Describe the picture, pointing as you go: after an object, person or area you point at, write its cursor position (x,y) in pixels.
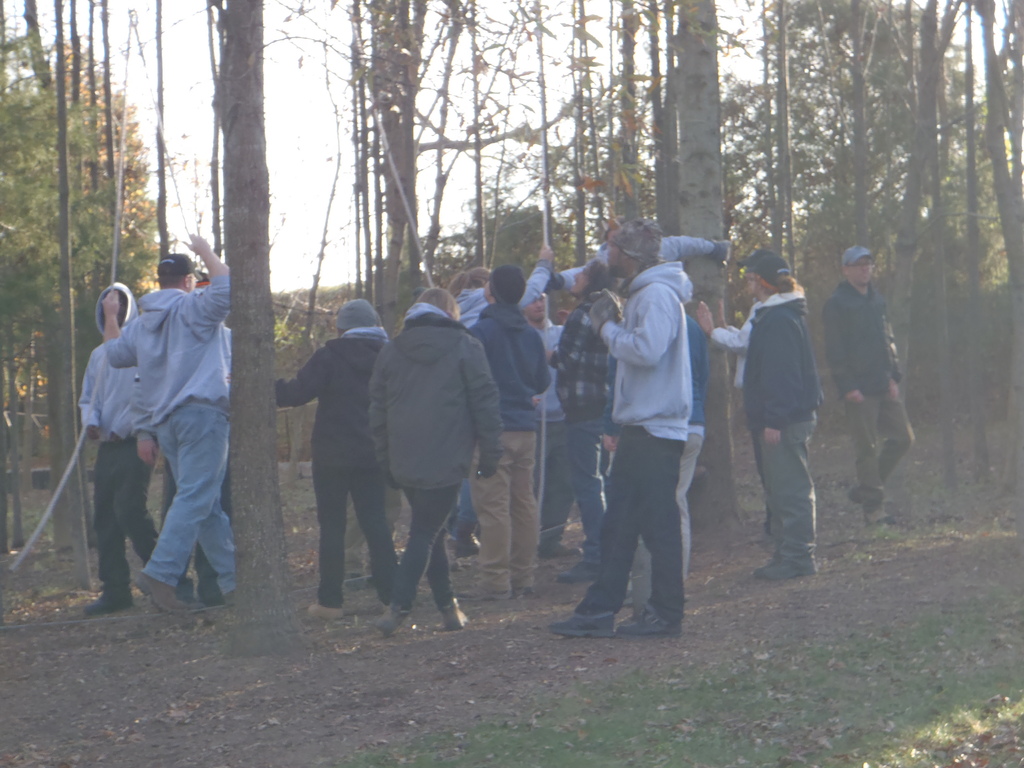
In this image we can see group of people (572,481) standing on the ground (843,436). One person (160,389) is holding a rope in his hand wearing a black cap (172,269). In the background (294,442) we can see group of trees (841,176) and sky (312,184).
